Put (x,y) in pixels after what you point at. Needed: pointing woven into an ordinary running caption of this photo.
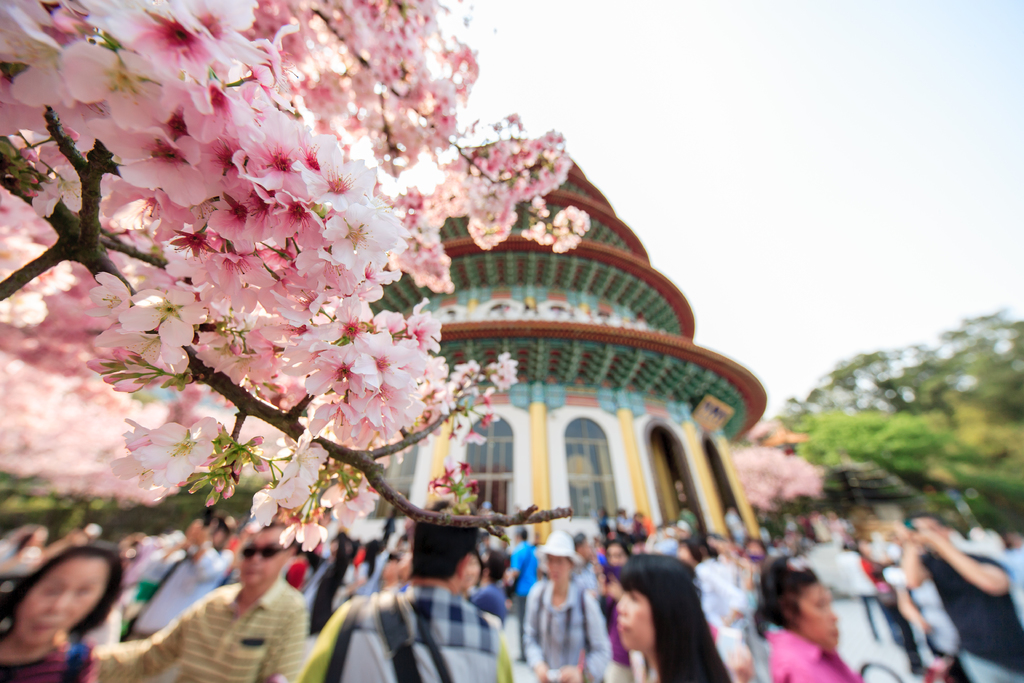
This image is clicked outside. There are flowers (268,305) on the left side (261,289). There is building (481,317) in the middle (497,427). There are trees (873,449) on the right side (987,472). There are so many people (601,638) at the bottom (493,578). There is sky (853,36) at the top (734,62).
